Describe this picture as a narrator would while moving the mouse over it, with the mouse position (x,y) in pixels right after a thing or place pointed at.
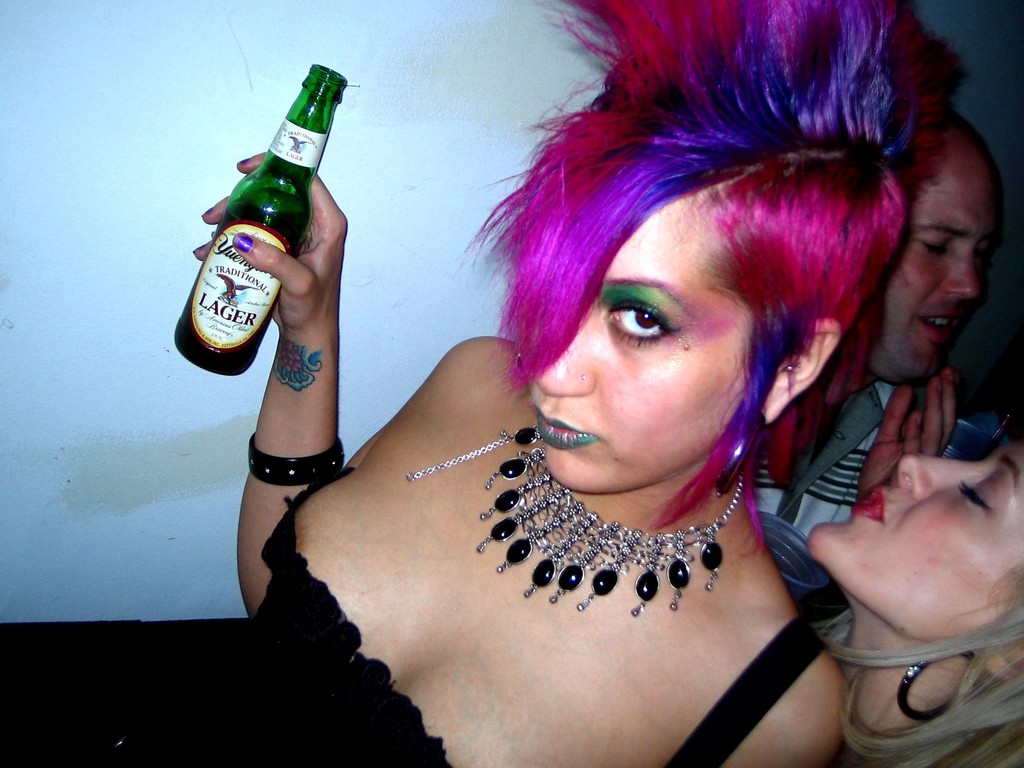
there is a woman (478,725) with pink hair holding an alcohol bottle (288,134) behind her there is another man (961,135) and a girl (1007,479) standing.
